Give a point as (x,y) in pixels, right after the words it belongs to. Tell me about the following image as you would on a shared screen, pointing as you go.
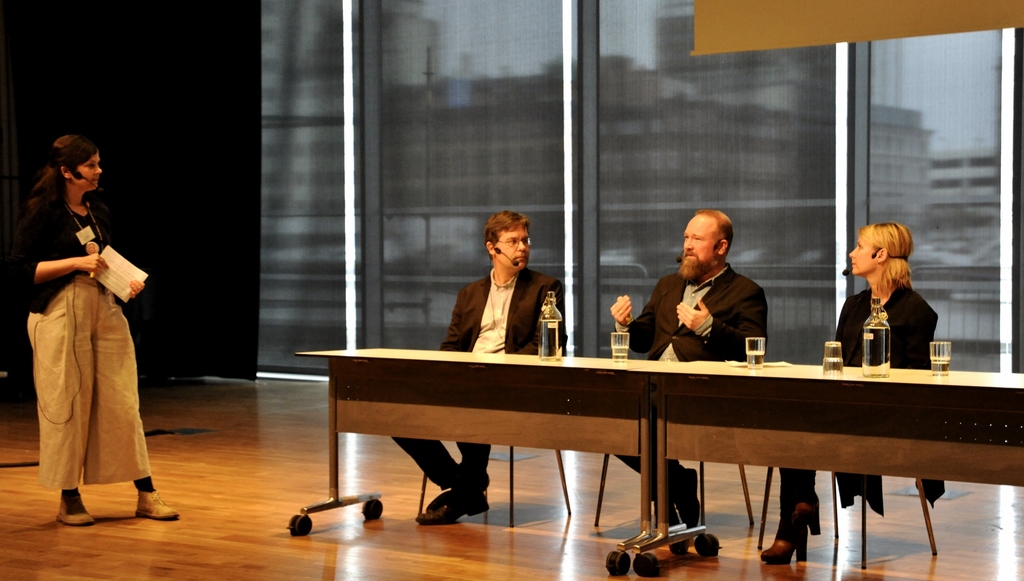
In this image I can see four people (77,330) where one is standing and rest are sitting on chairs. Here on this table (484,429) I can see few bottles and few glasses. I can also see all of them are wearing mics (77,173) and here I can see she is holding a paper (130,280).
